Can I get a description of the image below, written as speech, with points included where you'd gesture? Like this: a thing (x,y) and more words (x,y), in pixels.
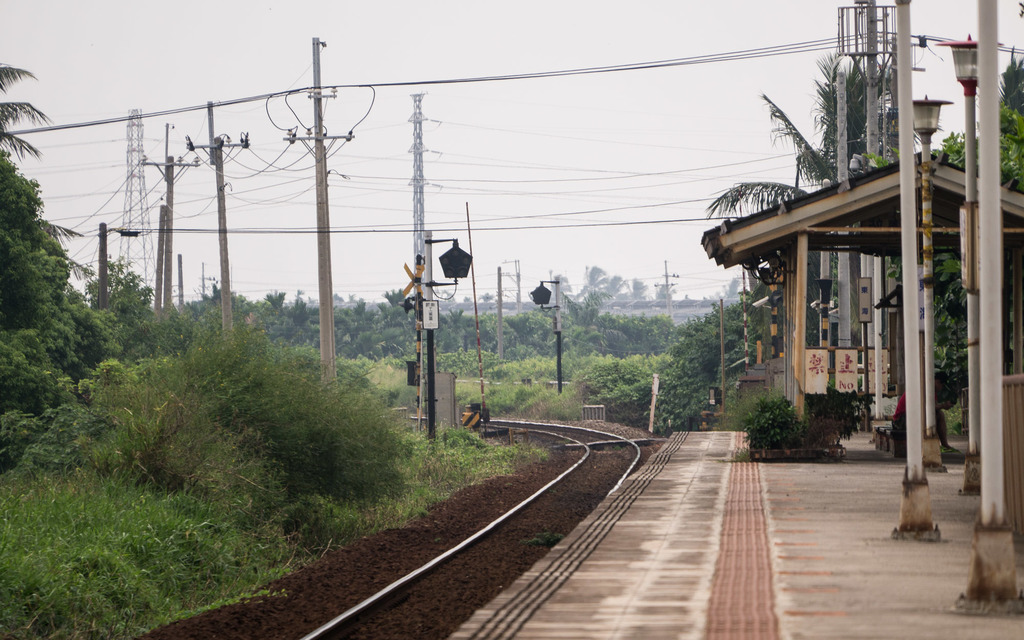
In this image I can see there is a railway track (568,459) and there are poles (885,104) at right side (878,93), there are few electric poles (228,304) on the left side (221,226) with wires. There are a few plants (105,427) and trees (21,254) at left side (108,512) and in the backdrop (485,323), I can see there are few more trees (288,337) and the sky (472,112) is clear.
